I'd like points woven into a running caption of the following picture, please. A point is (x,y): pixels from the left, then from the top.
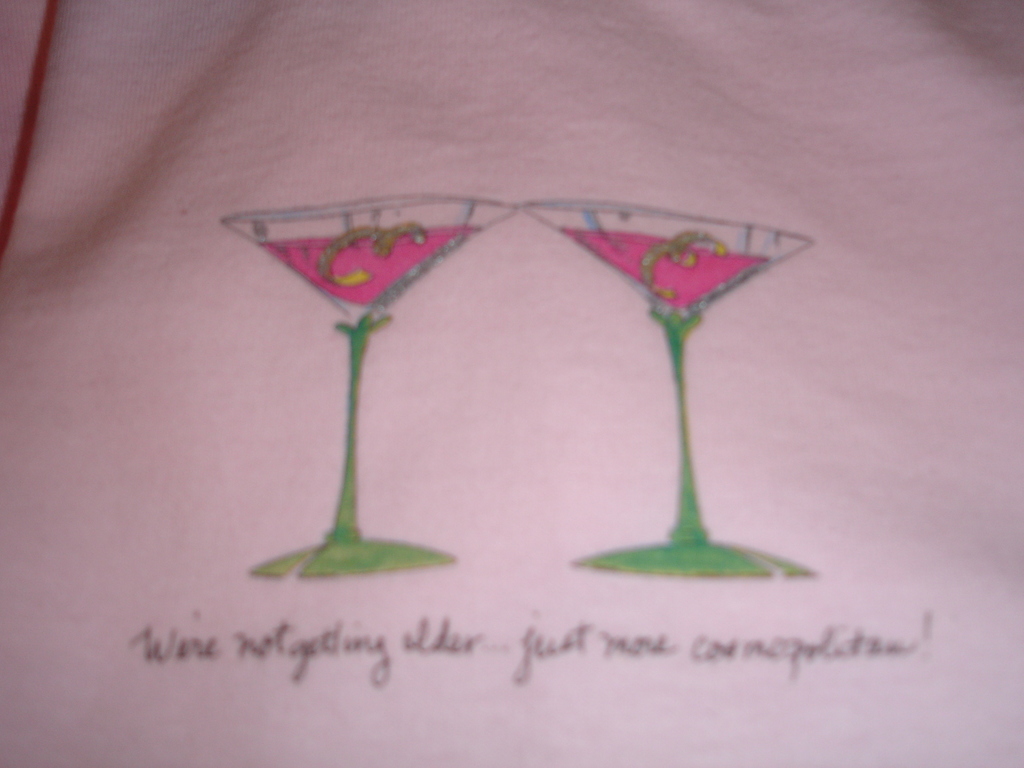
In this picture we can see a cloth (579,710), we can see drawing (683,327) of two glasses (357,323) of drinks (335,282), at the bottom (715,643) there is some handwritten text (519,652).
